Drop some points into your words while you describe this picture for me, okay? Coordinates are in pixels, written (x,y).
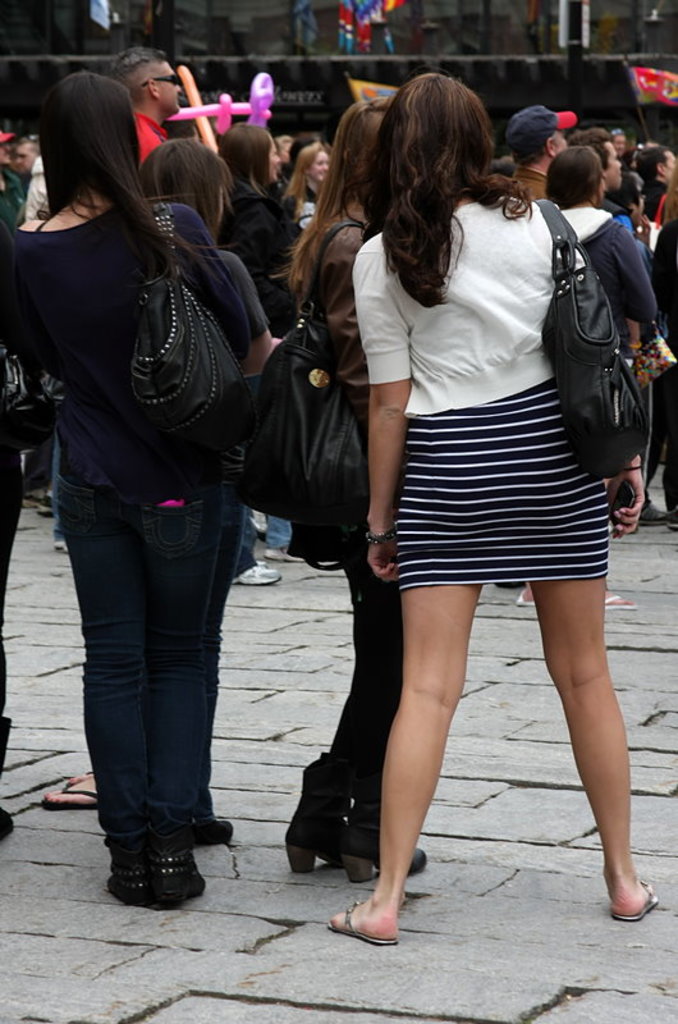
In the center of the image (428,447) we can see a group of people (277,291) are standing and some of them are wearing bags (314,460). At the bottom of the image (433,914) ground (427,925) is present. In the background of the image (352,65) wall (408,57), flag (647,74), cloth (367,32) are there.
